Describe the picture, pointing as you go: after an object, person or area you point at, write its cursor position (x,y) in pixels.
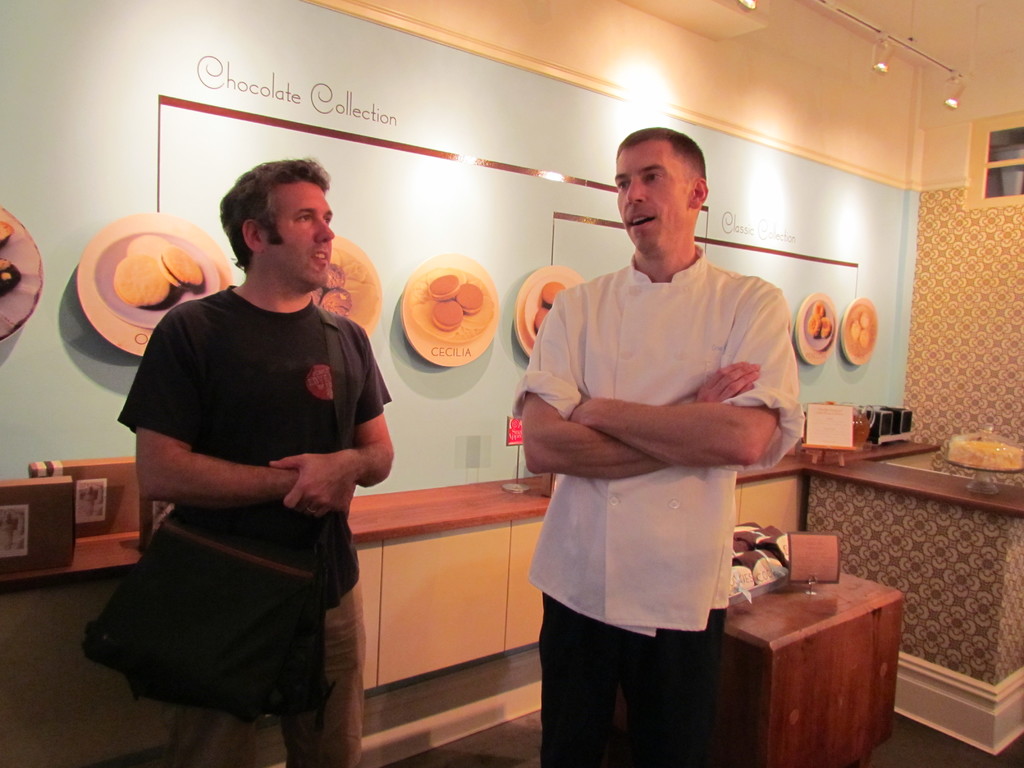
In this image I see 2 men (222,760) and in the background (806,625) there is a counter (1020,621) and there are few things (751,567) on it and I see the wall (495,347) and the lights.
